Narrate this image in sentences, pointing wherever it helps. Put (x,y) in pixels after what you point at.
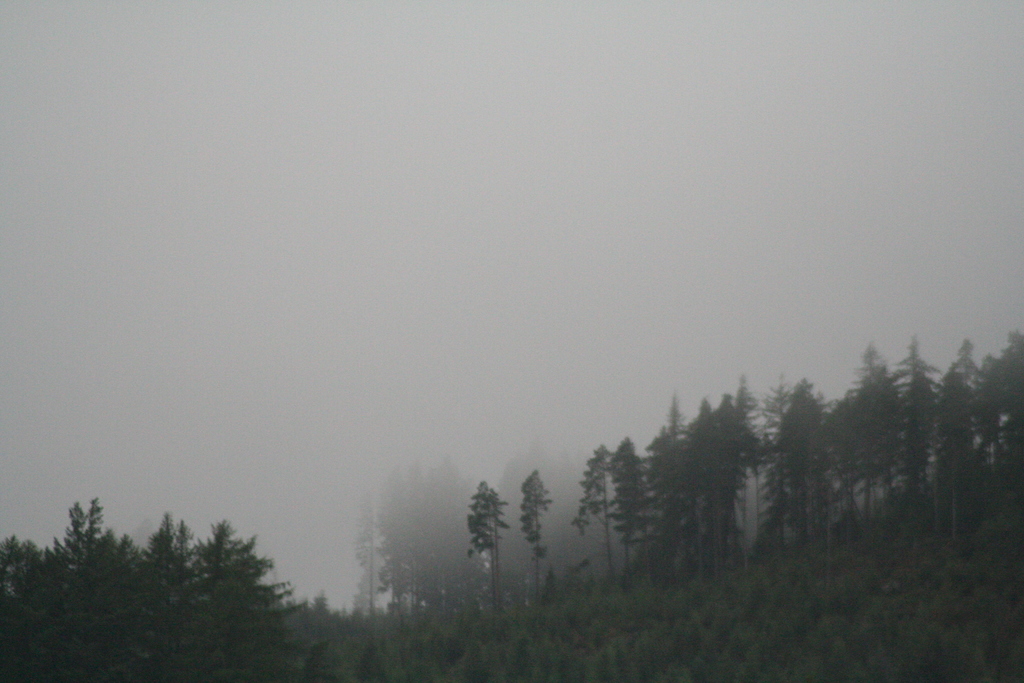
In this picture we can see trees (703,542) and plants (765,626), there is the sky (425,159) at the top of the picture (443,165).
